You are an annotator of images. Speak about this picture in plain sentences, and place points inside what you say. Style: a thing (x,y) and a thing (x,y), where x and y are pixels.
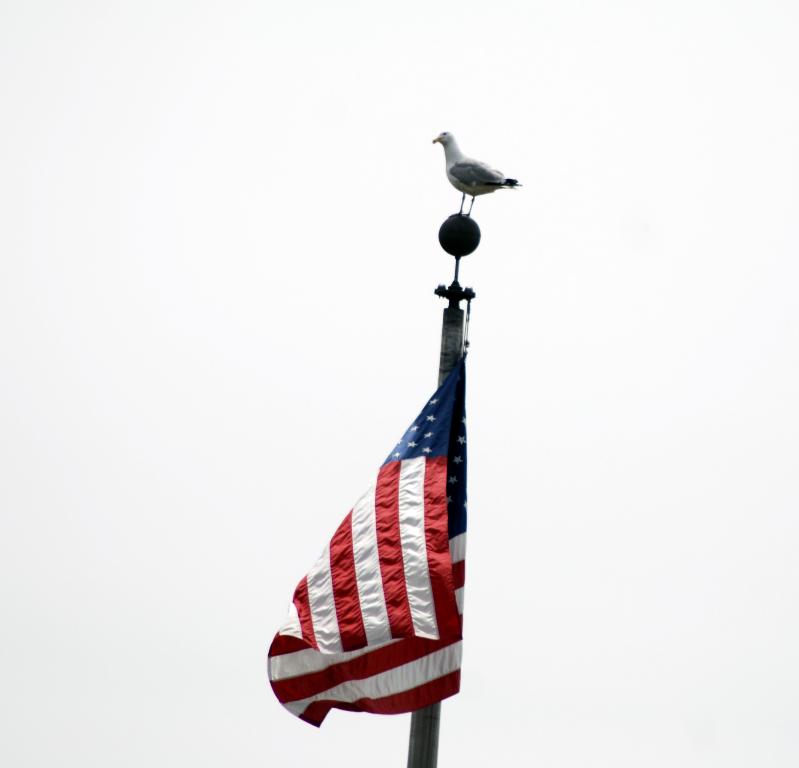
In this image we can see a flag (435,457), on the flag rod (475,227) we can see a bird (473,184) and the background (550,275) is white.
